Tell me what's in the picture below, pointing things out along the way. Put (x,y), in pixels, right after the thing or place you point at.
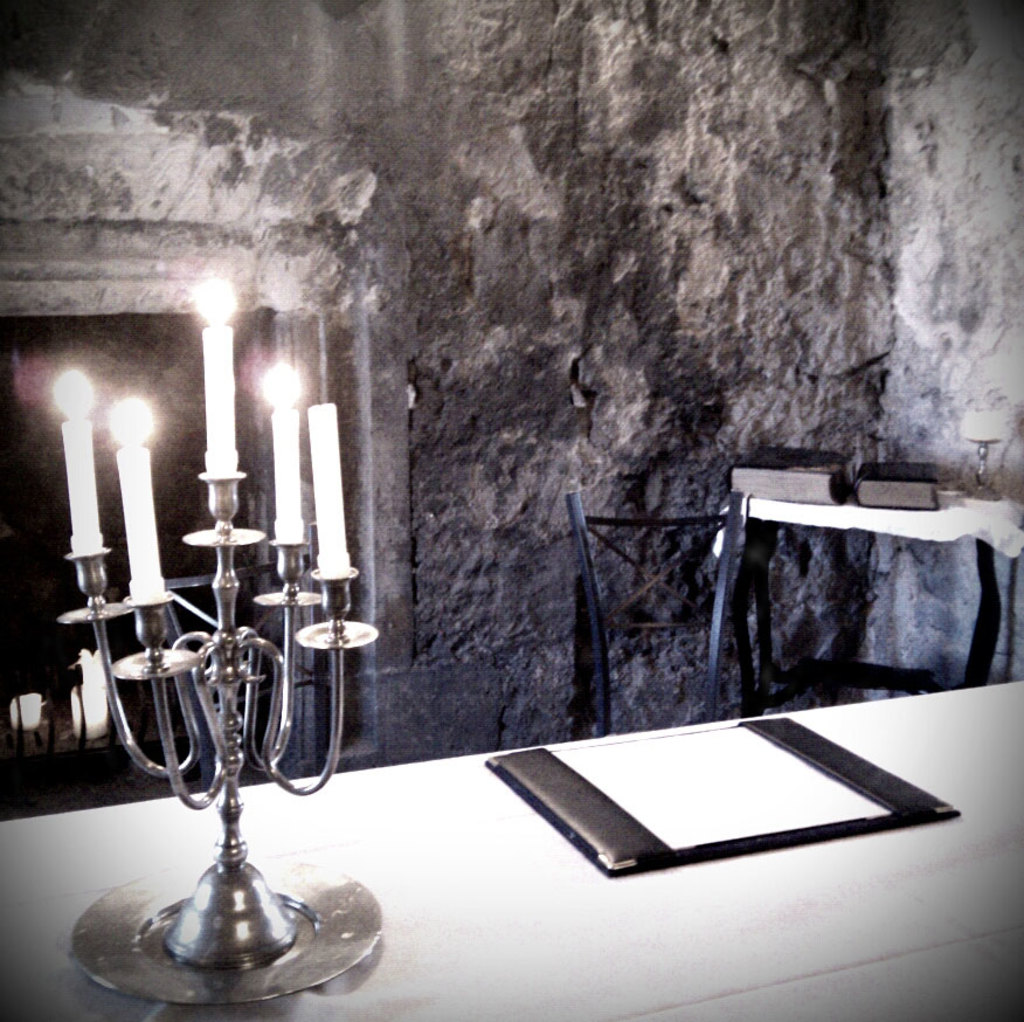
In this picture we can see candles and a card (718,837) on the table (779,946). This is the chair (742,540) and there are books (901,502) on the table (978,520). And this is the wall (619,222).
